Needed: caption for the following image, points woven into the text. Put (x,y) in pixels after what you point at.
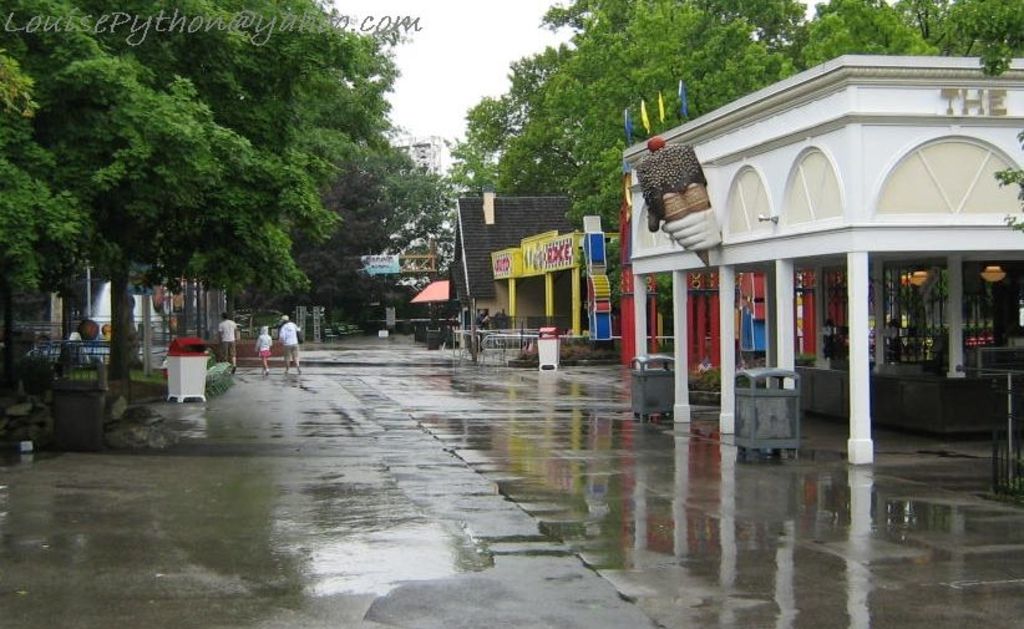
In this image on the right side (813,279) there are some buildings (560,290) and on the left side (118,310) also there are some houses (109,320), and some trees (503,127) are there. And on the right side (767,380) there are some dustbins (670,381) and poles (958,335) and glass windows (897,315) are there. On the left side (227,337) there are three persons (265,335) who are walking and on the top (440,81) there is a sky (451,107).
